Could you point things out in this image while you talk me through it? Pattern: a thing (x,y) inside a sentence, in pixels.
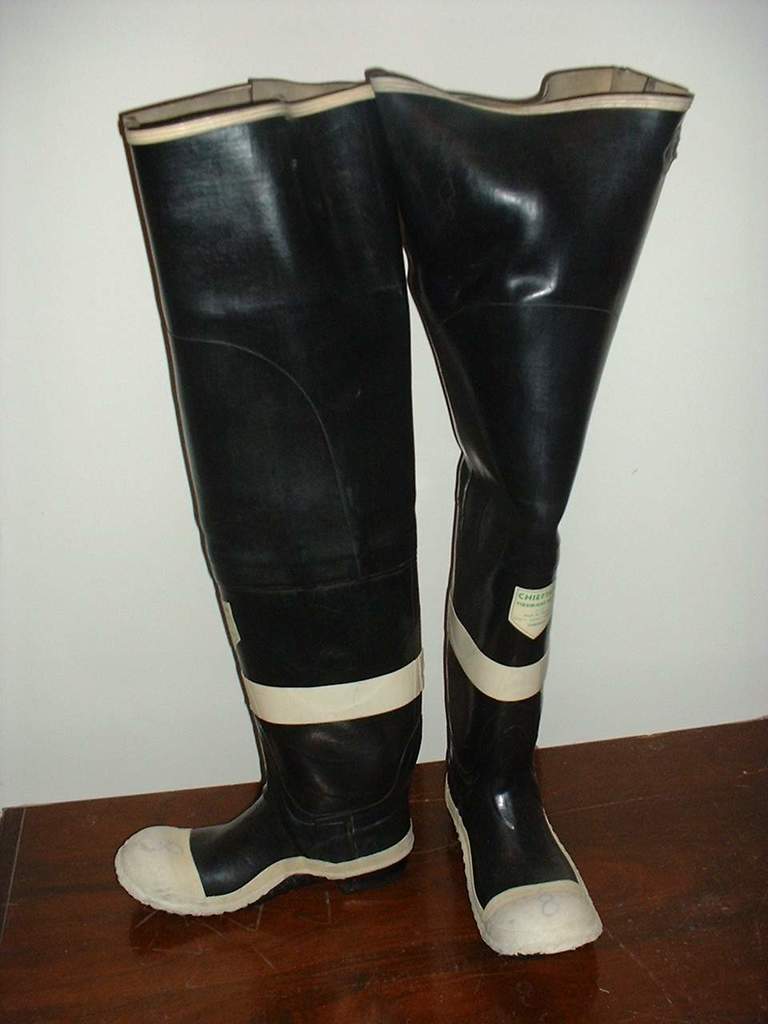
In this picture, we see the thigh-high boots (357,476) which are in white and black color. At the bottom (671,801), we see the wooden surface (345,910). It is in brown color. In the background (52,486), we see a wall (78,459) in white color.
